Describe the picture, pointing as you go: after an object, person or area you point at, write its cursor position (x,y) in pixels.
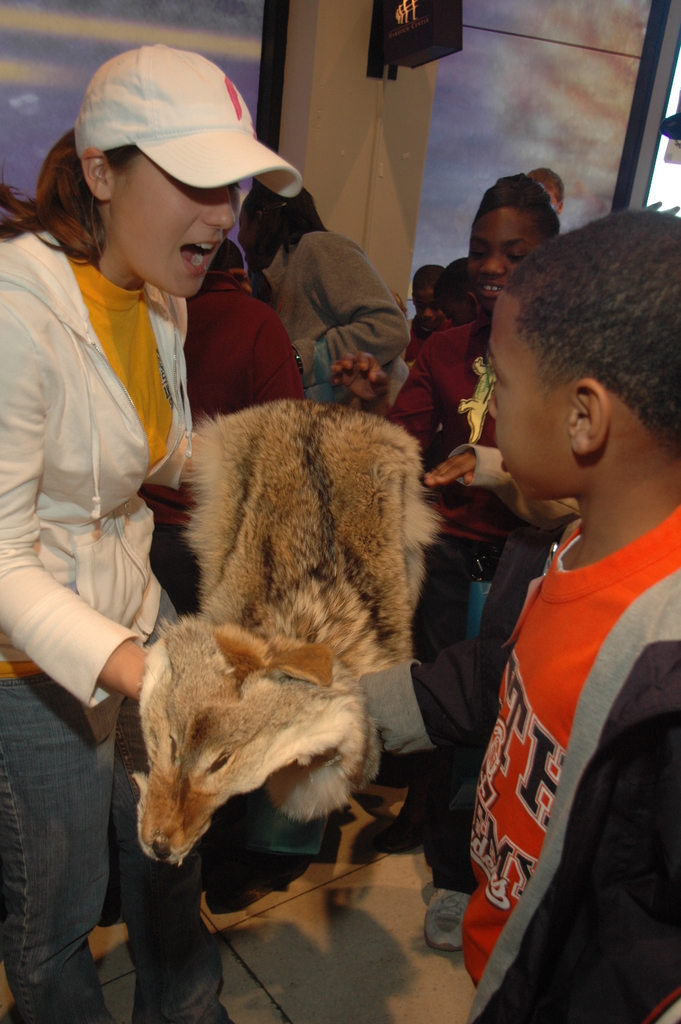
On the left side (136,753) a beautiful girl (148,426) is standing, she is speaking, she wore white color sweater (100,462), cap (87,107). On the right side (557,317) a boy (505,404) is looking at her, he wore orange color t-shirt (602,628).
